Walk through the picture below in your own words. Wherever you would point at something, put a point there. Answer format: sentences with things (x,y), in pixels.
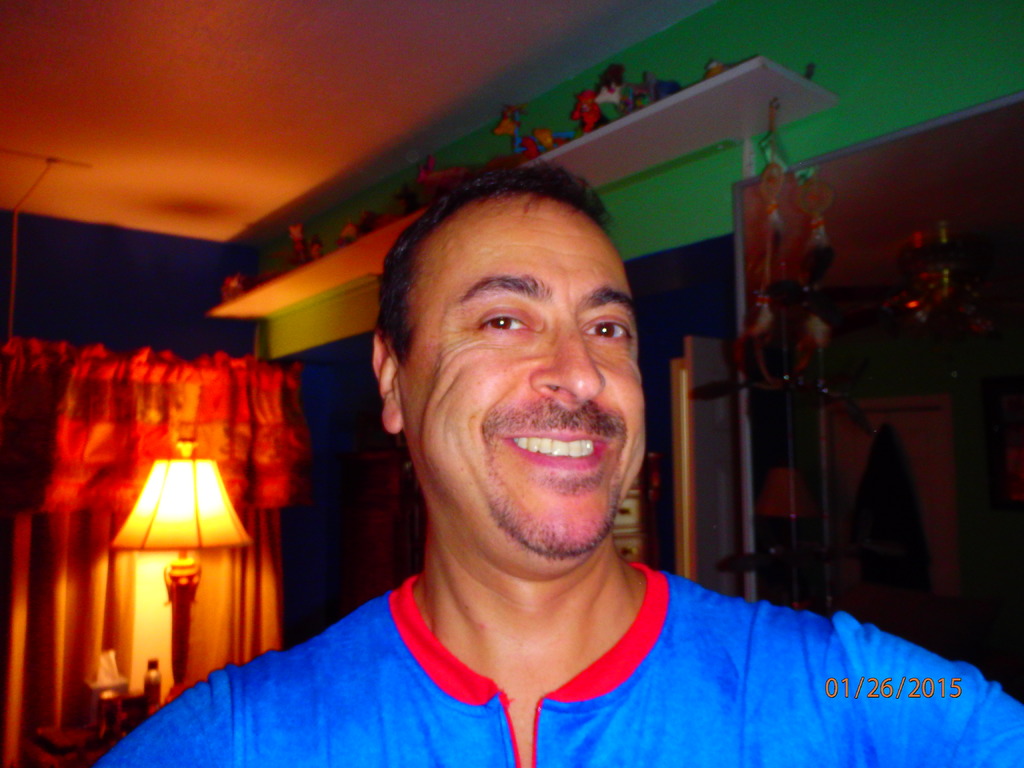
In this image, we can see a person (486,538) is smiling and seeing. Background (17,641) we can see curtains (244,584), table lamp (197,571), some objects (369,454), wall (350,385), few showpieces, shelf (693,139). Top of the image (360,60), there is a roof (410,135). Right side (841,688) bottom, we can see a watermark (864,691) represents date (891,691).
